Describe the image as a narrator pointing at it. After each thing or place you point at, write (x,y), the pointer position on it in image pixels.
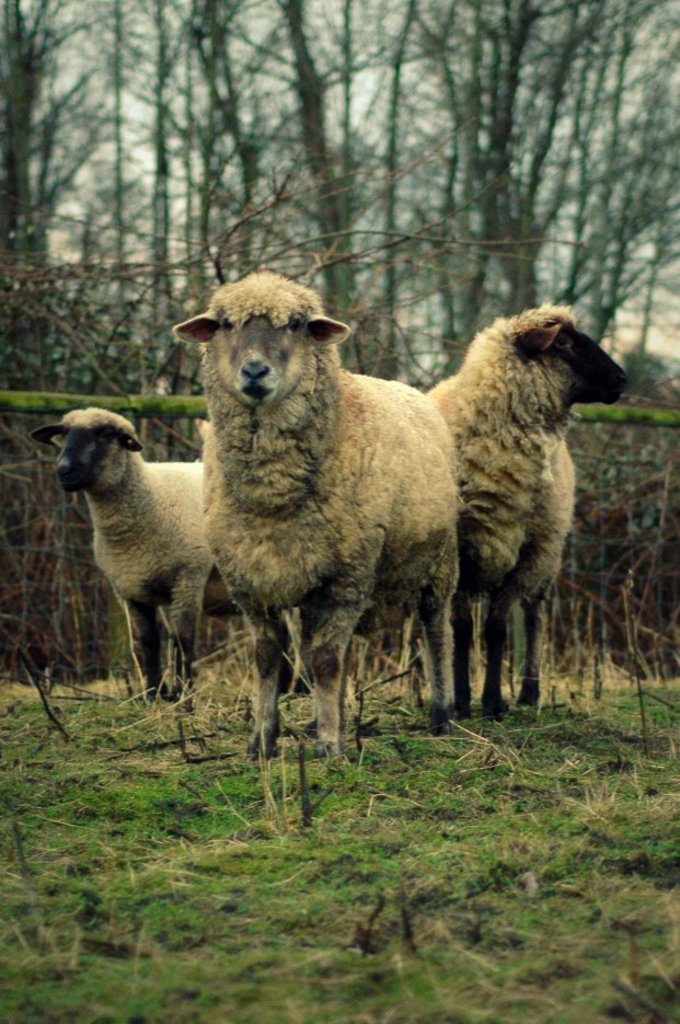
In this image there are three sheep (333,539), in a green field (311,754) in the background (147,312) there are trees (247,156).
